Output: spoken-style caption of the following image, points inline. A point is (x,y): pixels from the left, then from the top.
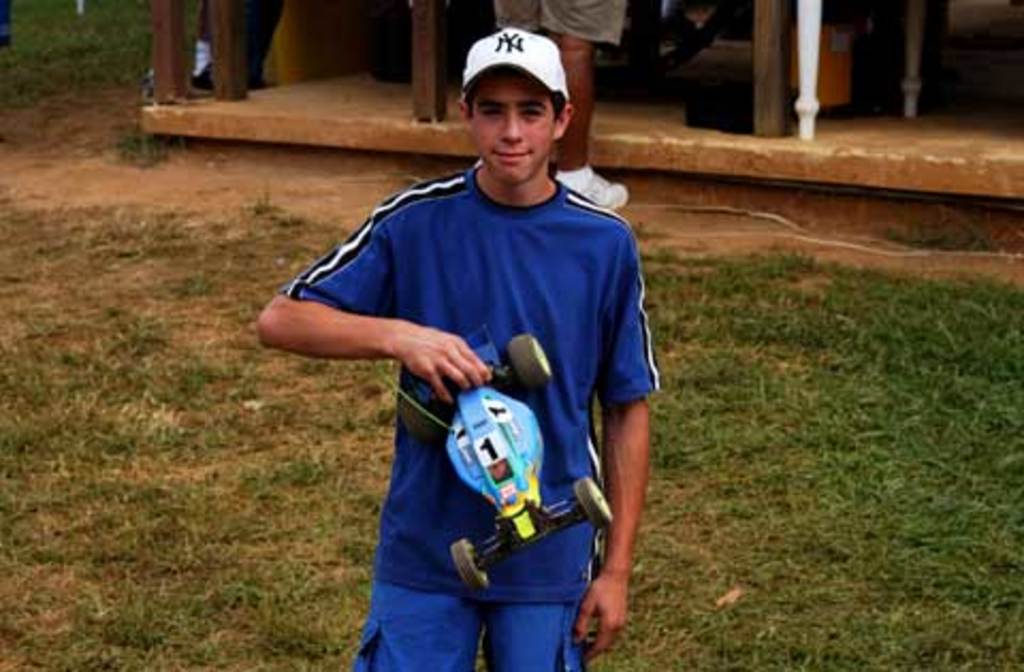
Here we can see a man (522,554) holding a toy car (469,394) with his hand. Here we can see grass (223,334). In the background (260,24) we can see legs (592,49) of two persons (610,18) and wooden sticks (437,102).
